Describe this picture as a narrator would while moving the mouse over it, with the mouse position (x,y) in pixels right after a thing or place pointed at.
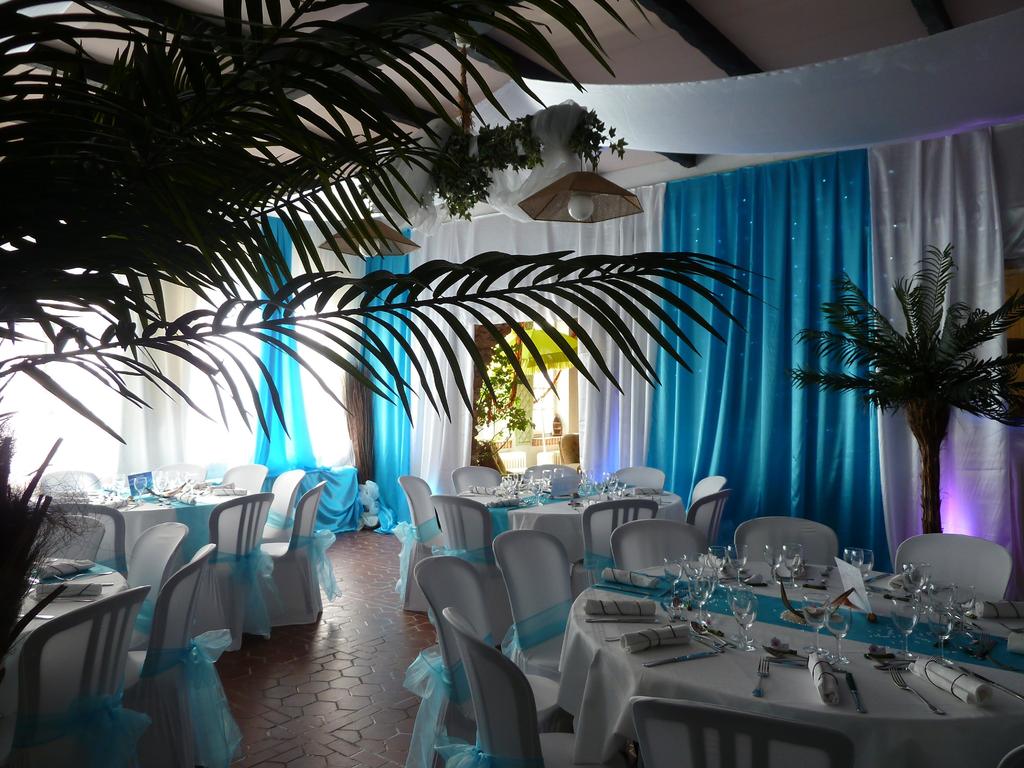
As we can see in the image there are plants (867,379), different colors of curtains (388,333), tables (112,570), chairs (183,583) and lights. On tables (544,512) there are glasses (544,494).
